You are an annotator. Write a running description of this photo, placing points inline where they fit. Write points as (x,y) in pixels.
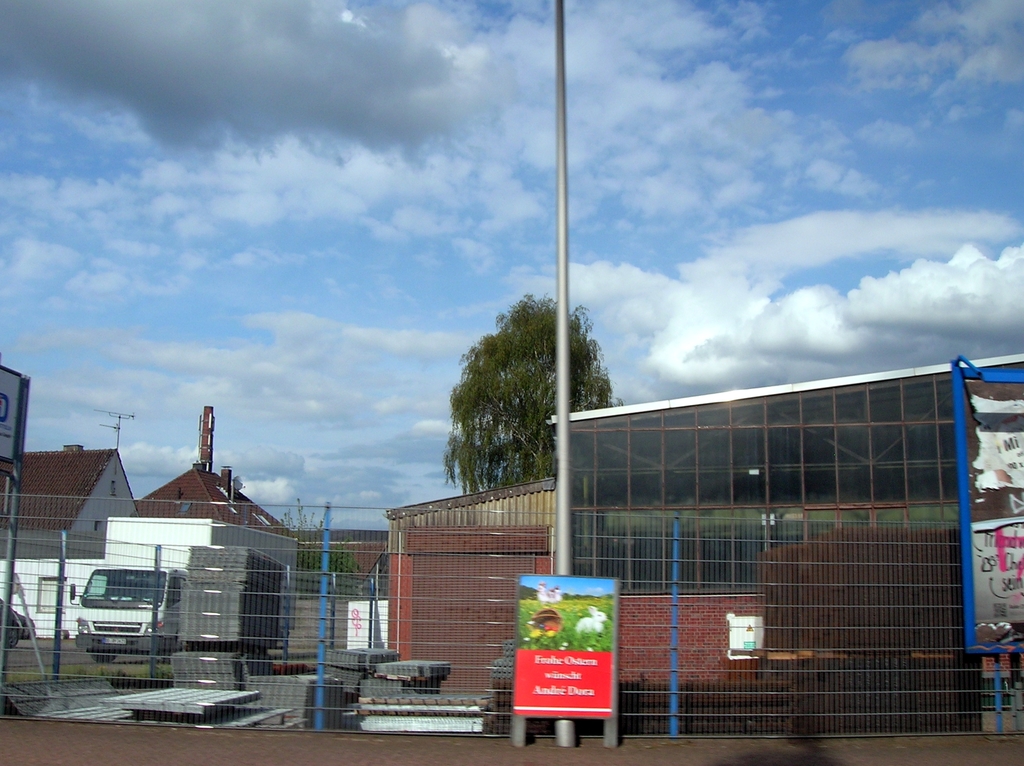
There is a poster (550,639), pole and net fencing (323,573) in the foreground (539,578), there are shelters (447,501), it seems like metal sheets (227,603), houses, trees (329,562), vehicle (131,583) and sky (434,354) in the background area (512,398).
